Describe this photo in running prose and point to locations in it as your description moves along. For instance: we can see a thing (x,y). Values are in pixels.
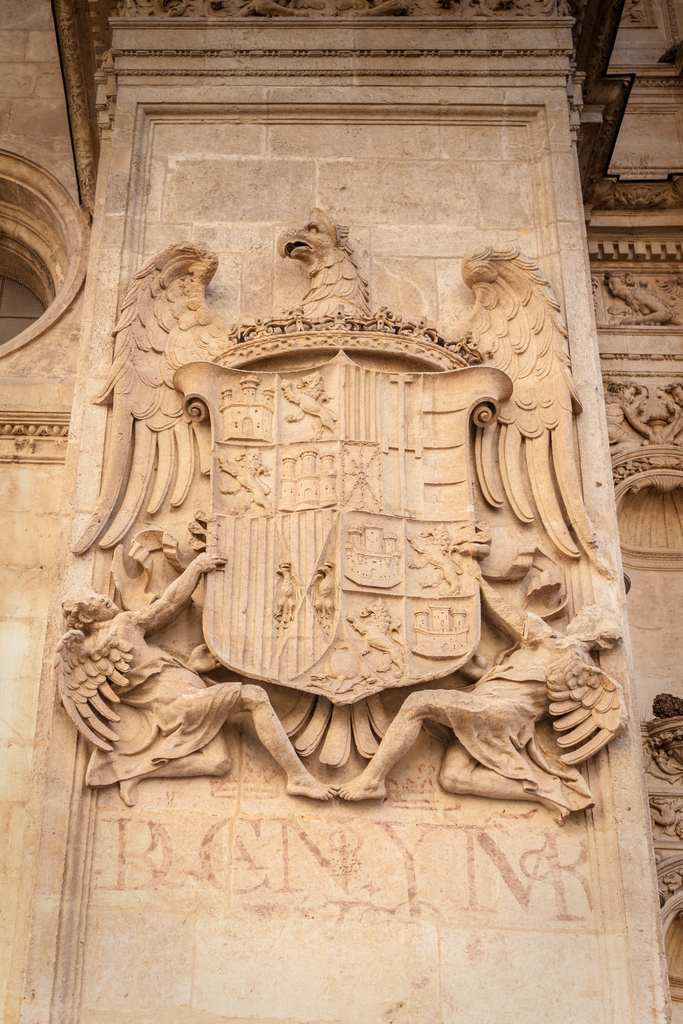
This is a zoomed in picture. In the center (274,525) we can see the sculptures (516,733) of two persons (467,699) with wings (589,716) and the sculpture (318,215) of a bird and some other animals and we can see the wall (261,45) of a building (430,67) and there is a text (506,864) on the wall (365,888).
